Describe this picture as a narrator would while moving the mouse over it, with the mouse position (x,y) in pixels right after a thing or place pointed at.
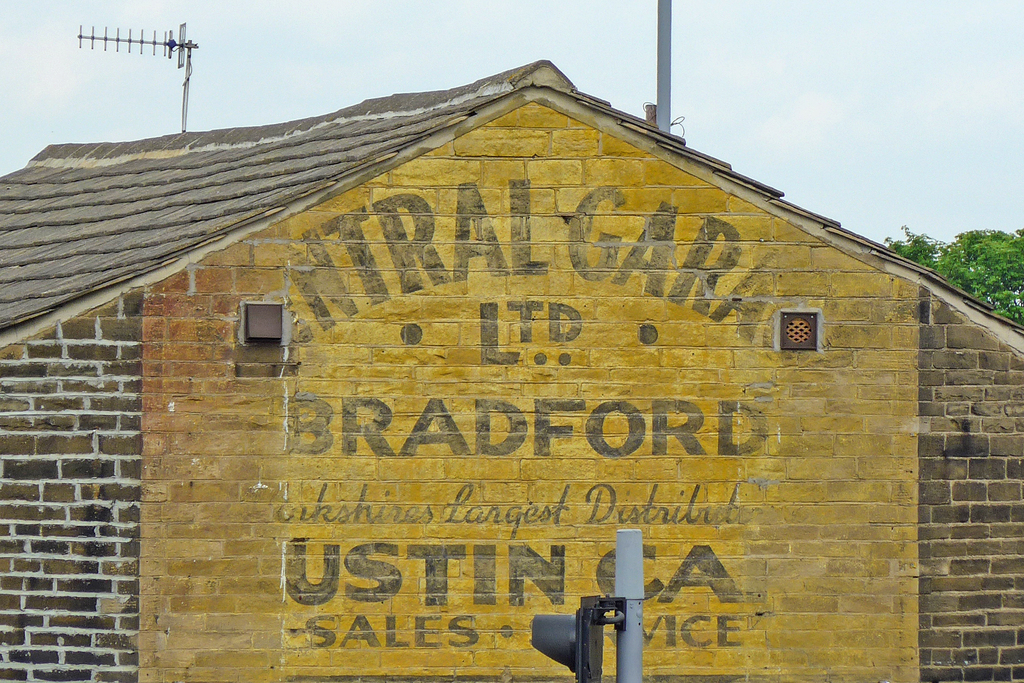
In this picture there is a brick wall (241,521) which has some thing (578,406) written on it and there is a traffic signal (623,626) attached to a pole (633,572) in front of it and there are two other poles (663,80) above it and there is a tree (994,255) in the right corner (991,264).
